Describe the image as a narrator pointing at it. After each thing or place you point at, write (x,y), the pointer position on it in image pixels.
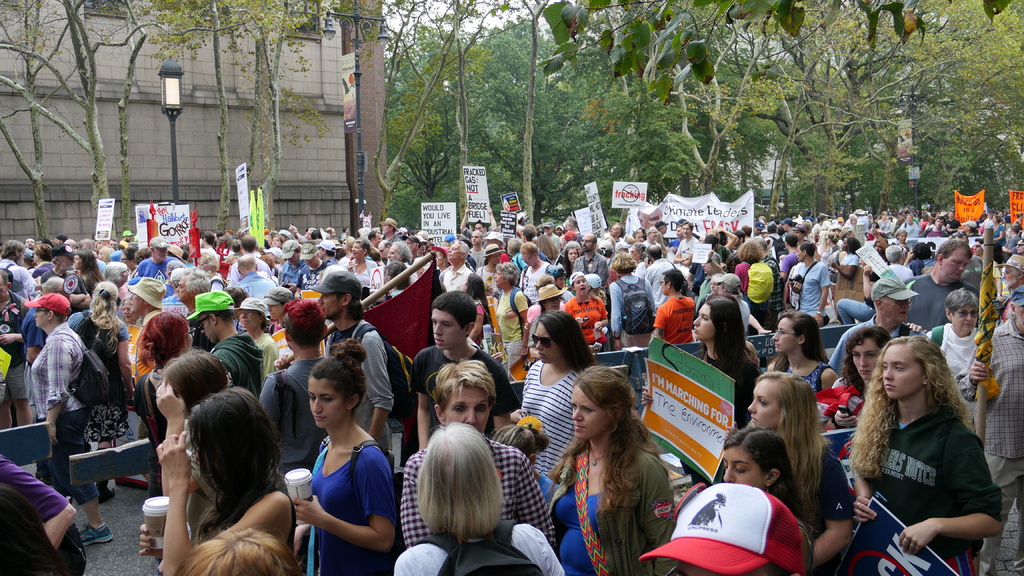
in this picture there are many people (551,231) in the center of the image (531,228), by holding posters (599,236) in their hands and there are buildings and trees (734,128) in the background area of the image (528,116), it seems to be a march and there is a lamp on the left side of the image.
